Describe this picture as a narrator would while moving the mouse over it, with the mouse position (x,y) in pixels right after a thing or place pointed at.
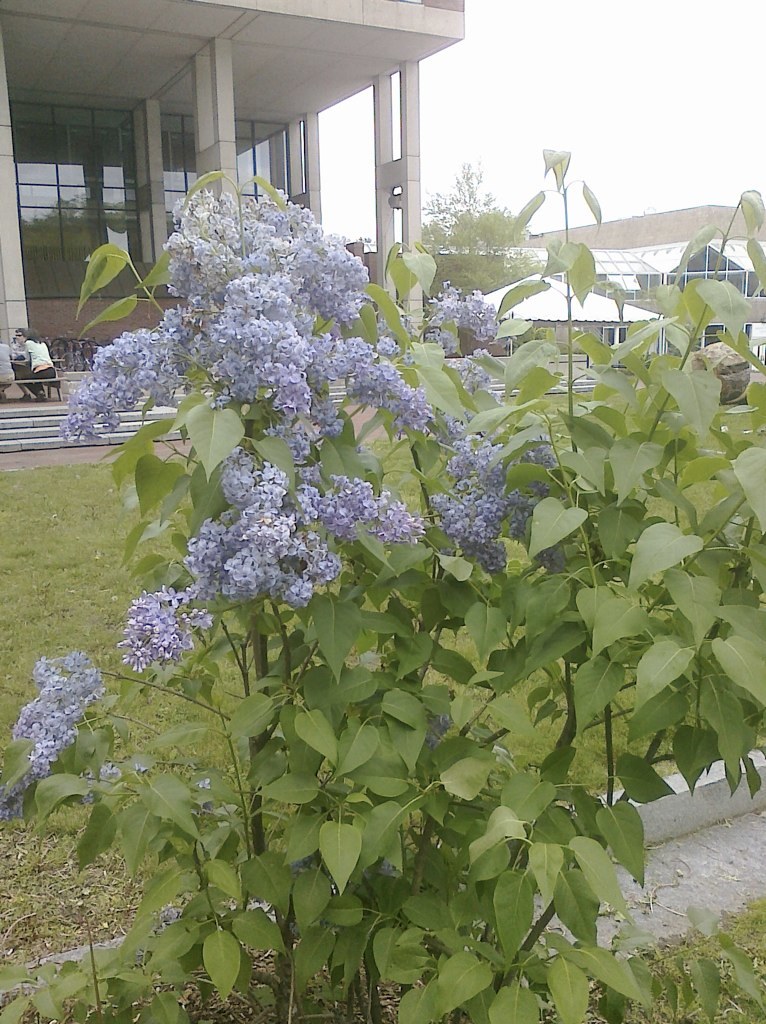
In this image we can see purple color flower plant (350,555). Background of the image (85,190) buildings (158,163) are there. The land (58,544) is covered with grass (56,576). Left side of the image (41,367) people (31,367) are sitting on the bench (33,392).
